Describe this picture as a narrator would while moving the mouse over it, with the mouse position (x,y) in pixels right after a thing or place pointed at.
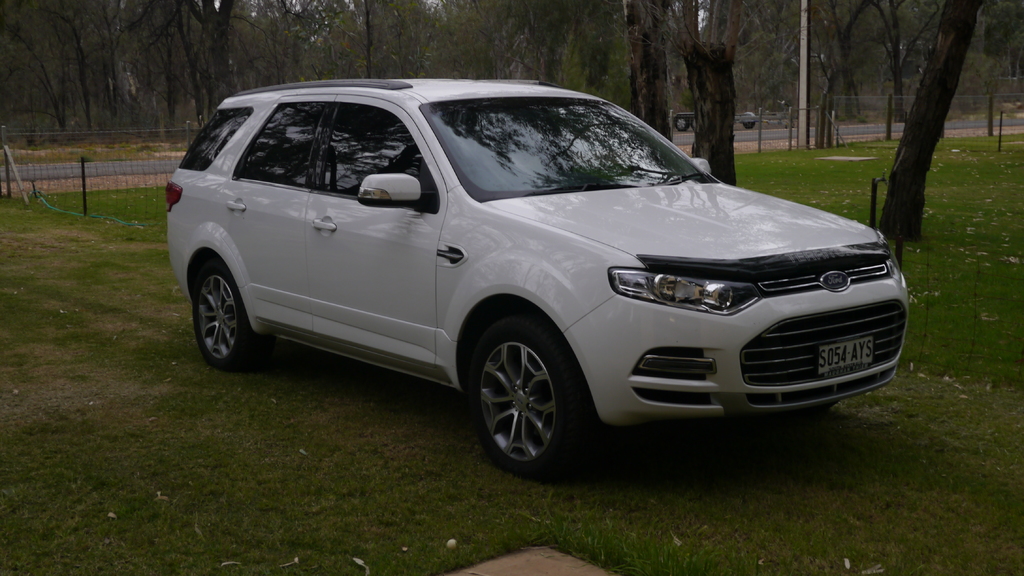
In this picture we can see a white color car (578,313), at the bottom (316,431) there is grass (378,445), we can see trees (632,38) in the background (548,31), there is fencing (102,163) here.
